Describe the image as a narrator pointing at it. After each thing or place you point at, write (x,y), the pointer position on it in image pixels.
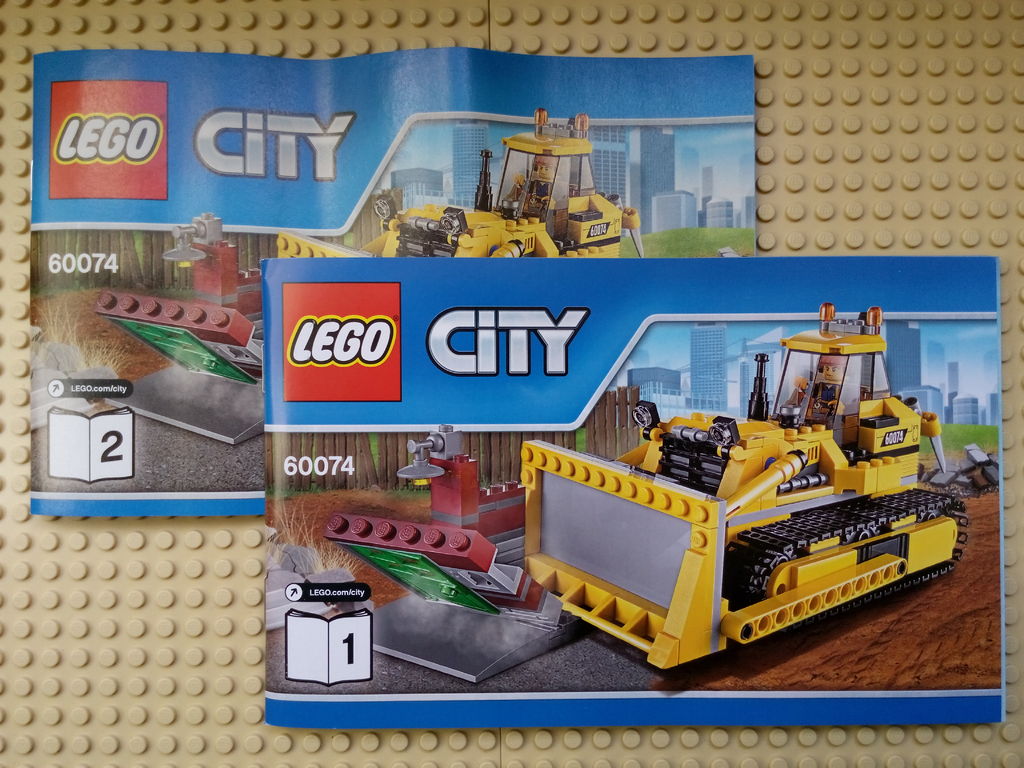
In the picture we can see a two posters (694,616) one on the other in it we can see mentioned as Lego city and a puzzle toy equipment (556,510) of mud removing machine (691,537).
